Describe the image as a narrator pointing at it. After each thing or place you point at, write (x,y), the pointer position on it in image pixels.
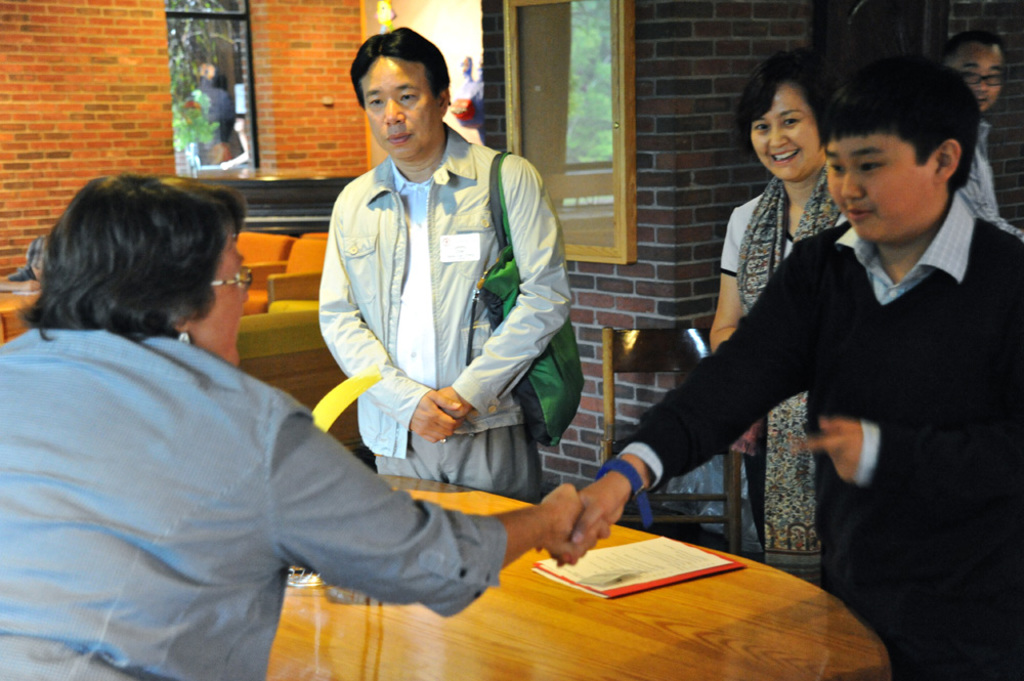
In the foreground of the picture (420,351) there are people (962,305), table (515,618), chairs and other objects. In the center of the picture (606,300) there is a brick wall (674,104). On the left (300,253) there are couches (284,245) and other objects (326,181). In the background (198,43) there is a window (201,100) and a wall (127,137), outside the window (204,95) there are plant (195,112), person (214,73) and other objects (220,168).
